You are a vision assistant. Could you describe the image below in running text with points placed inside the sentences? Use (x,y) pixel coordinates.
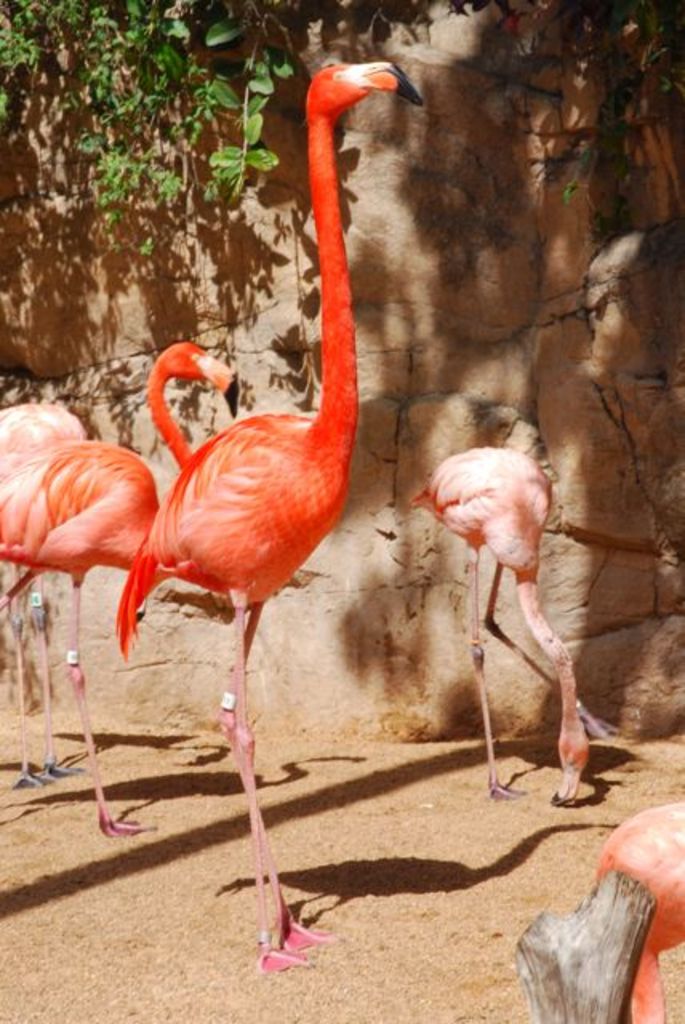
In the center of the image (292,515) we can see flamingos (38,559) on sand (98,958). In the background (224,100) there is wall (515,131) and tree (83,142).
